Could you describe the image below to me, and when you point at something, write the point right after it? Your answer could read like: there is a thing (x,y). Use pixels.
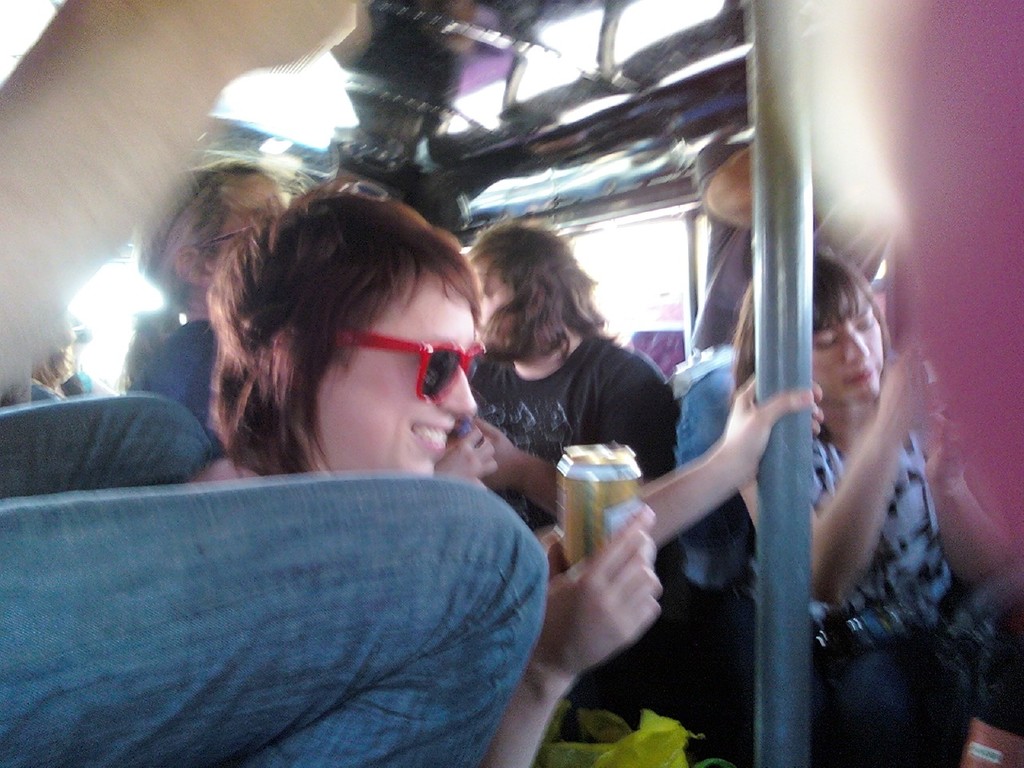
This image is slightly blurred, where we can see this person (395,401) wearing glasses (426,398) and holding a tin (564,512) in hands (557,624) and smiling, also we can see a few more people (752,582) and a pole (767,106) here.
